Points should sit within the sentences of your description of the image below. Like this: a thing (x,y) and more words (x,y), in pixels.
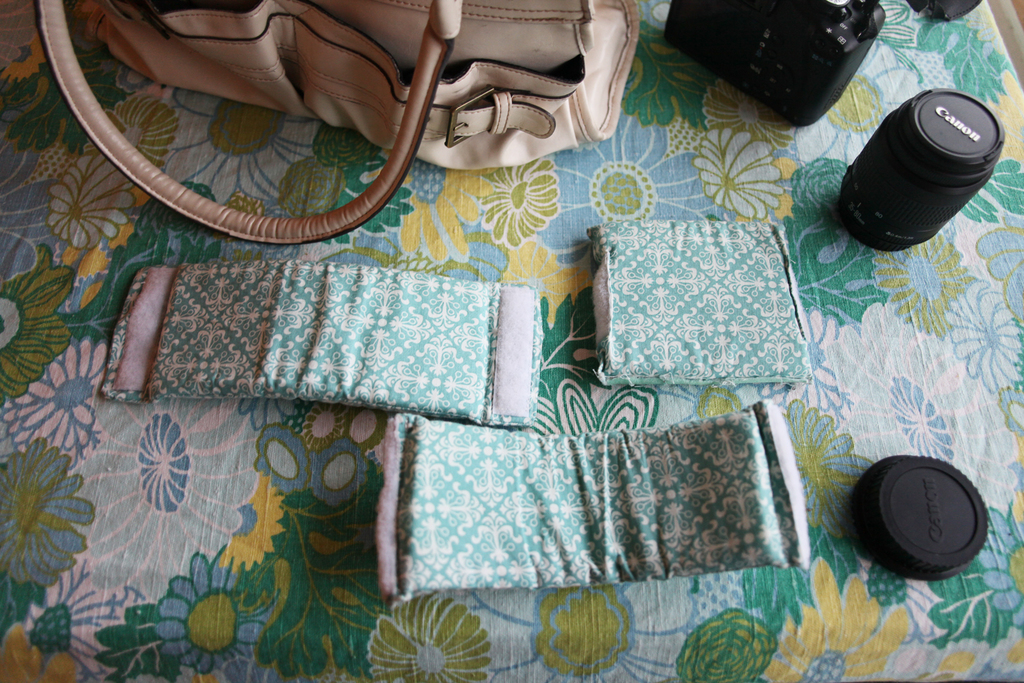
In this picture we can see a bag (469,88), camera (794,72), camera lenses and a camera cap (909,510).
